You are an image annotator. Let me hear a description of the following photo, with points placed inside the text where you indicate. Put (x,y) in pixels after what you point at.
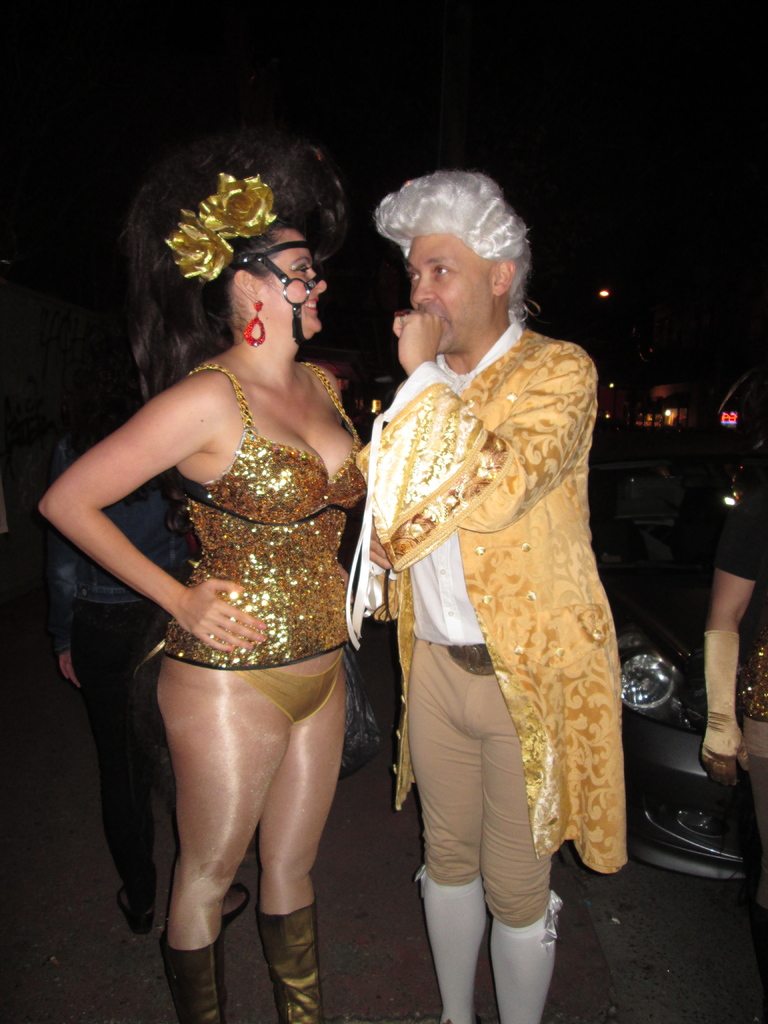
In this image I can see a man (486,621) and a woman (270,671) are standing. The woman (298,586) is smiling by looking at this man (418,598). On the right side (666,714) there is a vehicle (670,628). In the background (139,545) I can see some more people (98,611).
